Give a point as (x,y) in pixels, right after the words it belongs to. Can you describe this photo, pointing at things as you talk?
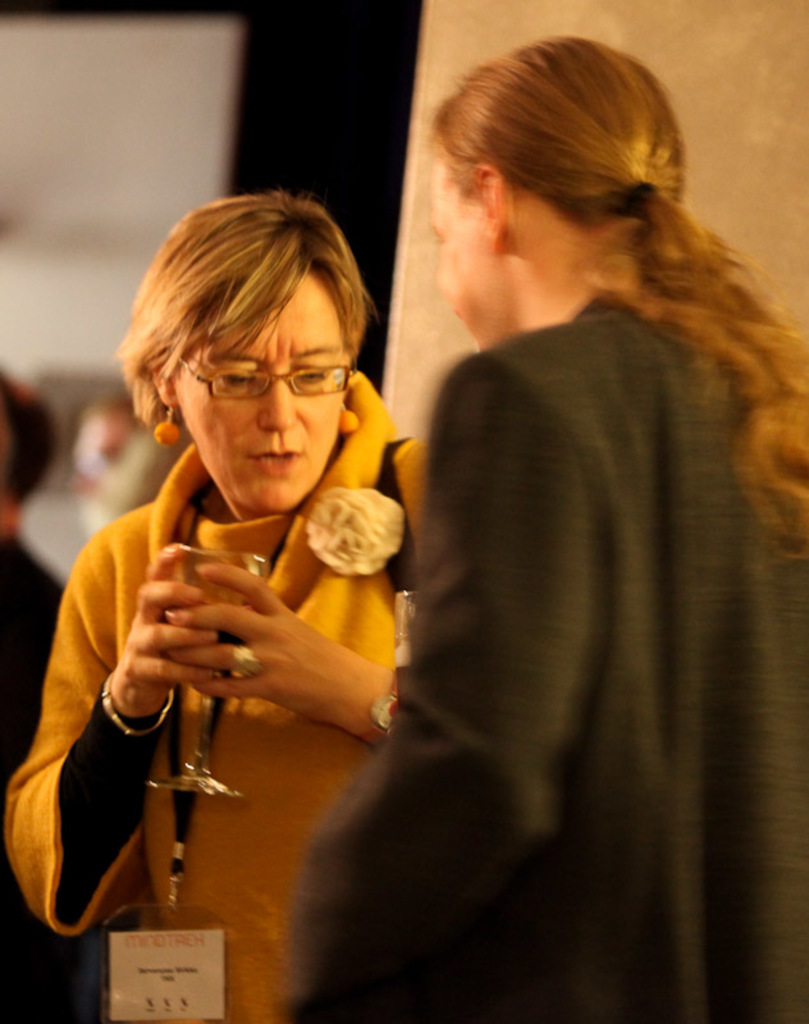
This picture shows two people (78,749) standing and a woman (247,313) holding a glass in her hand (227,663).
